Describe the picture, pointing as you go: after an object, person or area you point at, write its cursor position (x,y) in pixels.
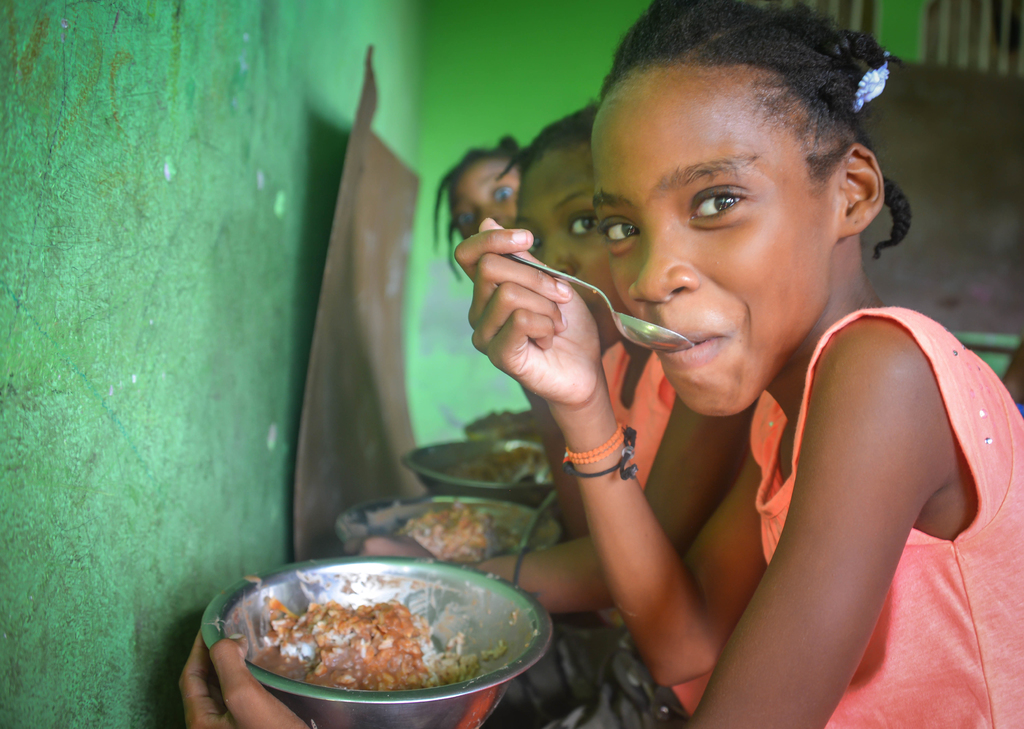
In this image there are three girls (560,427) who are sitting one beside the other is eating the food (352,638) with the spoons (626,336). In front of them there is a steel bowl (473,625) in which there is some food (339,646). In front of them there is a green colour wall (204,204).
